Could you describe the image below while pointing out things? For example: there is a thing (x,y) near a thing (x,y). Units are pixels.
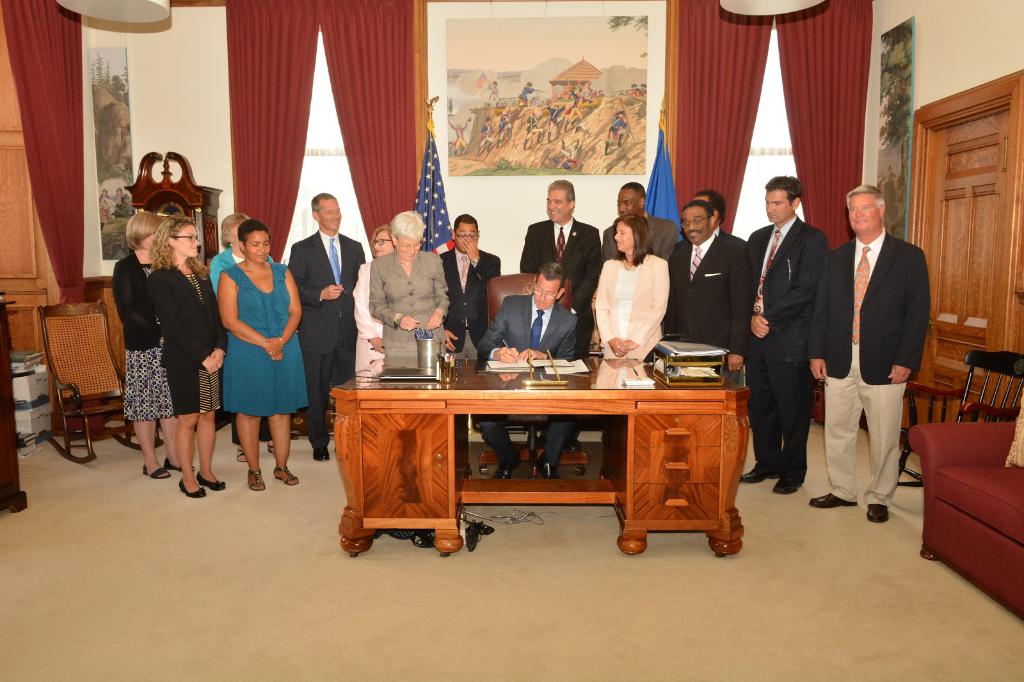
In the image we can see there are people (780,309) who are standing and a person (502,341) is sitting on chair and on table (585,386) there are files (695,370), book (621,381), paper (491,366), pen stand (423,358), laptop (415,376) and at the back (273,147) there are curtains (370,110) which are in red colour and on wall (13,125) there is photo frame (562,123) and portrait (629,118).
